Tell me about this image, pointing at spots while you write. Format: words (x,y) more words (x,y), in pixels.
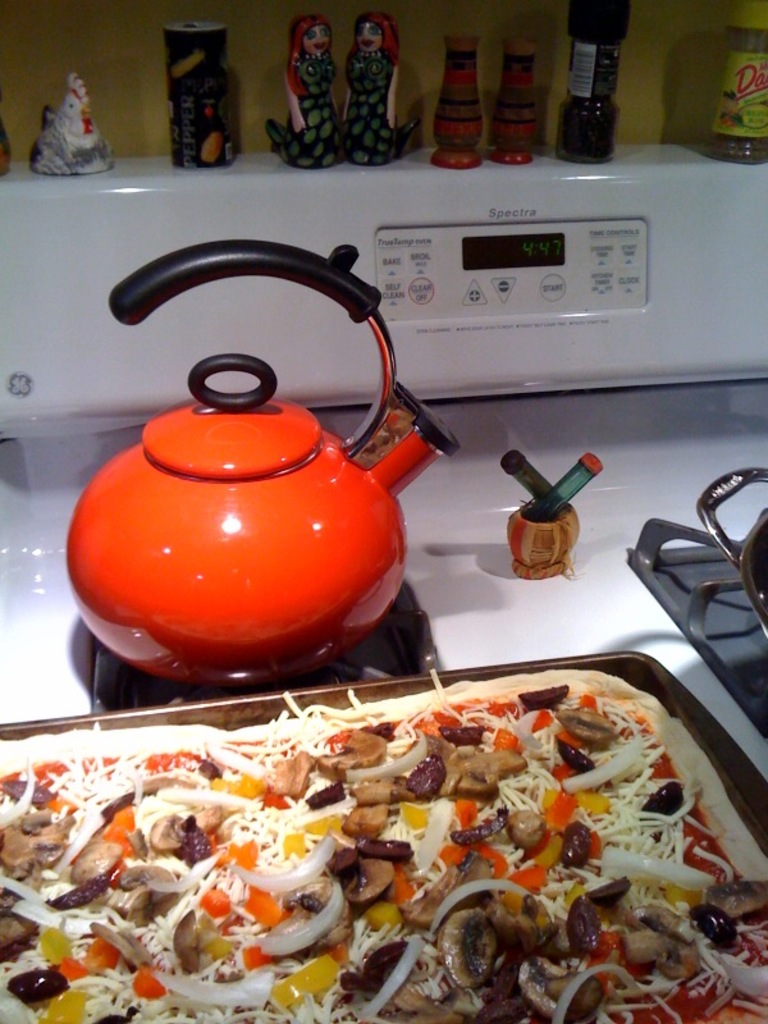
In this image I can see a teapot (229,428), food (459,770) on the tray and they are on the stove (329,345). Back I can see few objects (519,81) and the wall (120,65).
